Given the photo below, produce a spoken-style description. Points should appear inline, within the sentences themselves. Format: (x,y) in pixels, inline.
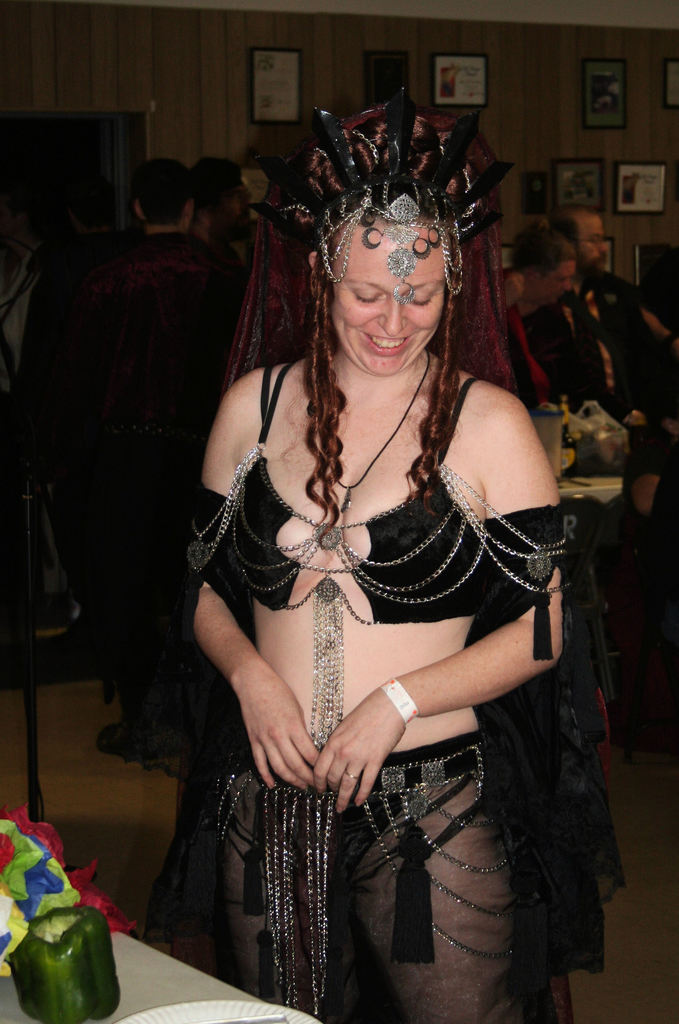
A beautiful girl (423,764) is smiling, she wore black color dress (452,761). She is smiling.
